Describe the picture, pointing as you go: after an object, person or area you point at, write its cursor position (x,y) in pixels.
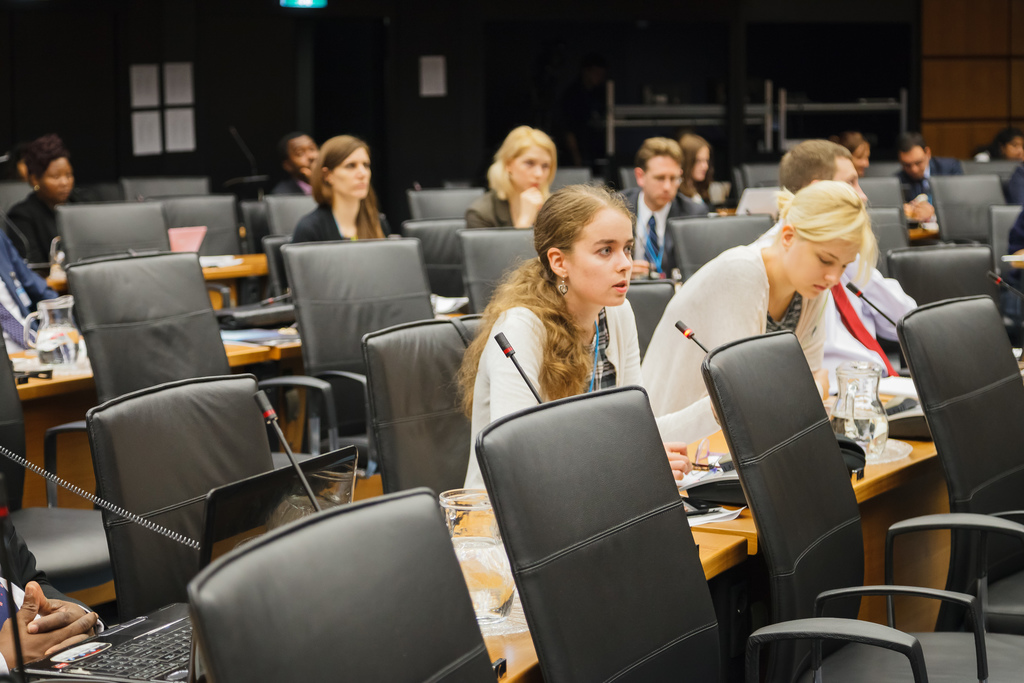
In this picture we can see some people (483,354) on chairs (635,490) in front of the table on which some things (899,417) are placed like jug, mike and some laptops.
